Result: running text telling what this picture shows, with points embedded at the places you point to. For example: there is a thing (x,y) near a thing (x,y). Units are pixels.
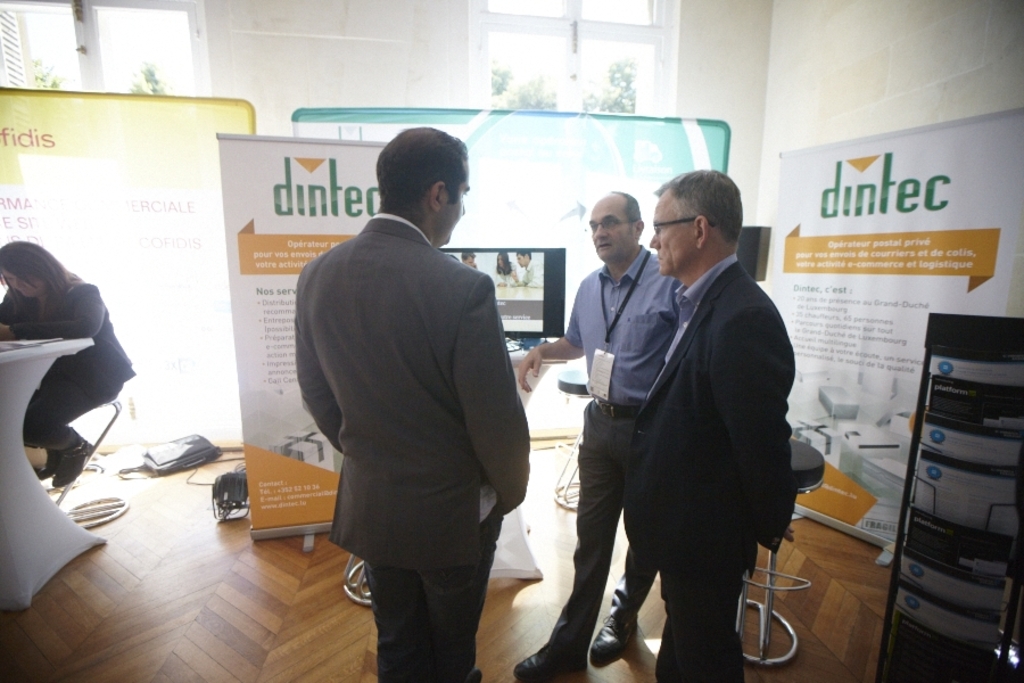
In this image I can see four persons (391,460) on the floor (540,557), table (529,570), chairs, boards (876,521) and posters (280,273). At the top (299,92) I can see a wall (317,46), windows (561,73) and trees (602,98). This image is taken may be in a hall.
